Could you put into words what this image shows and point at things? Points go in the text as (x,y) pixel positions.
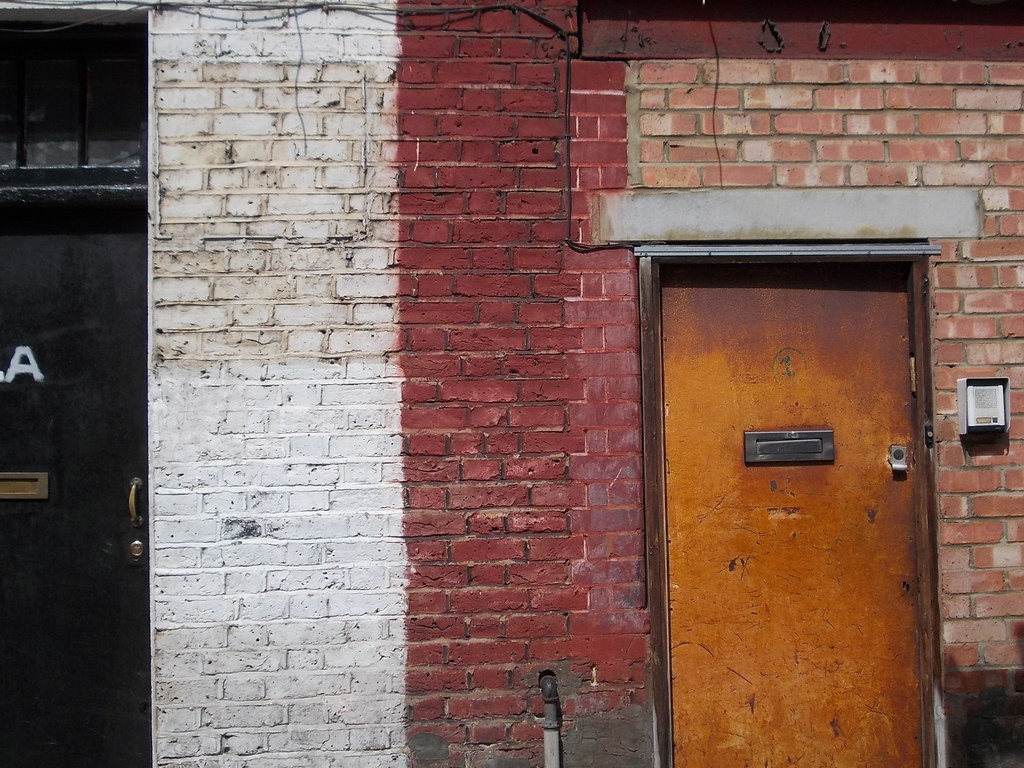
In the picture there is a brick wall (310,178) and there is a door (663,355) in front of the wall (317,127) and on the left side (81,326) there is a black door (81,507).
